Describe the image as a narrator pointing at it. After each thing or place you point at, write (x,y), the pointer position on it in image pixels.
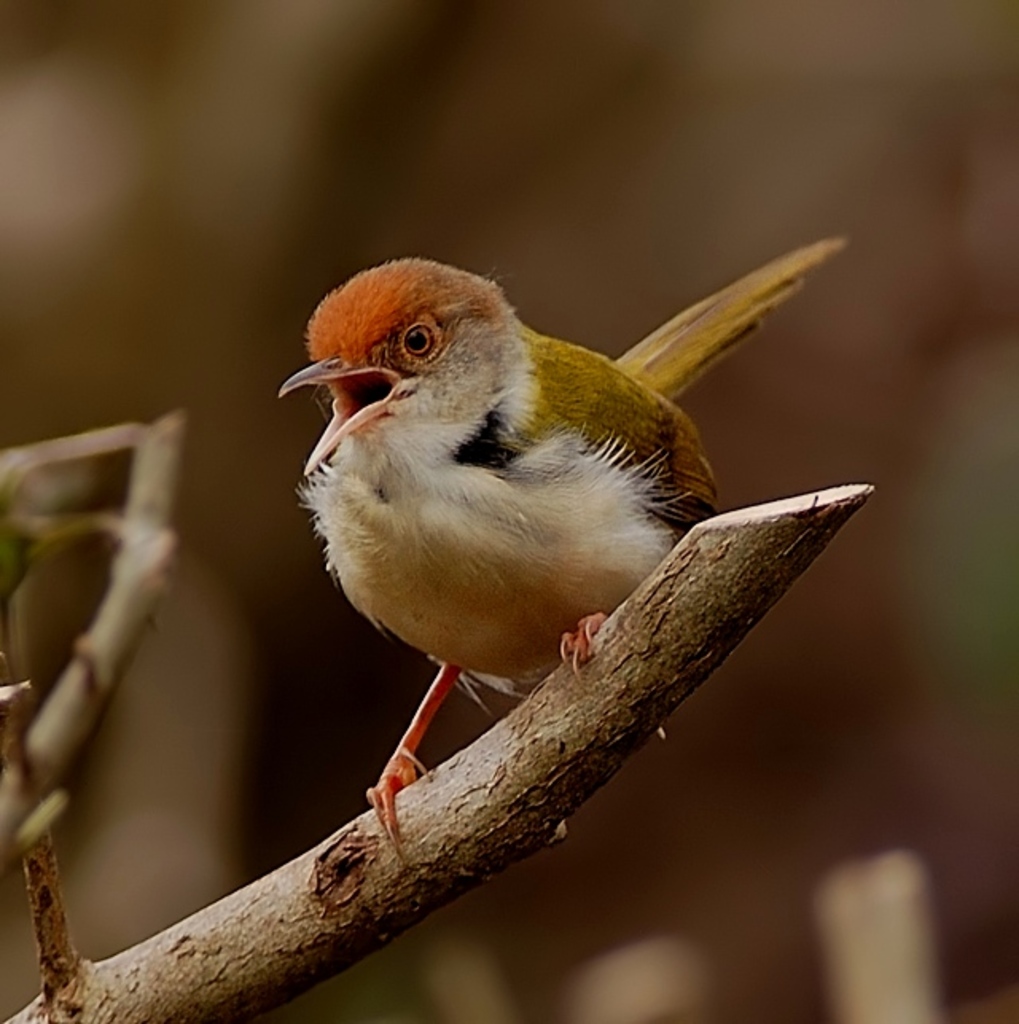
In the picture we can see a bird (518,649) sitting on the tree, the bird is white in color with some part green and some part orange in color on the top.
